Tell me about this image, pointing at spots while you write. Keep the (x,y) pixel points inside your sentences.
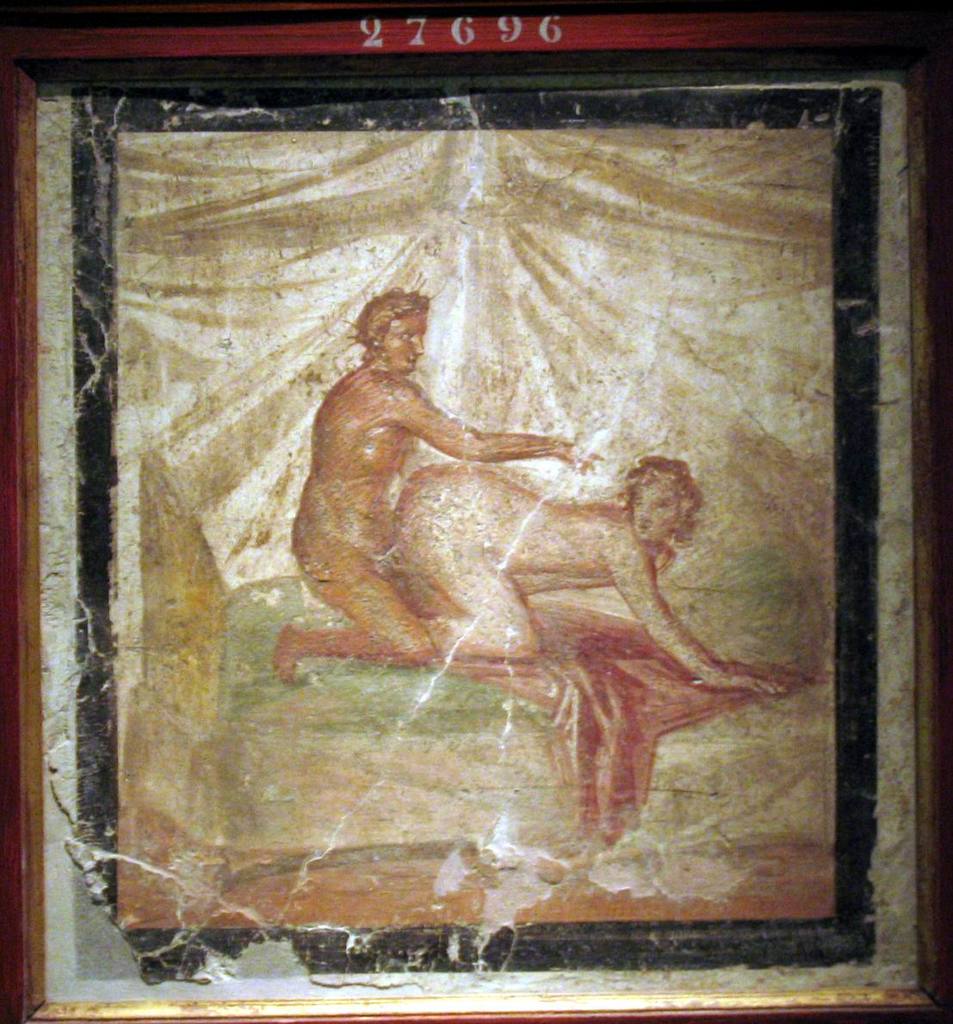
Here I can see a frame (3,695) on which there is a painting (562,514) of two persons (491,511).
